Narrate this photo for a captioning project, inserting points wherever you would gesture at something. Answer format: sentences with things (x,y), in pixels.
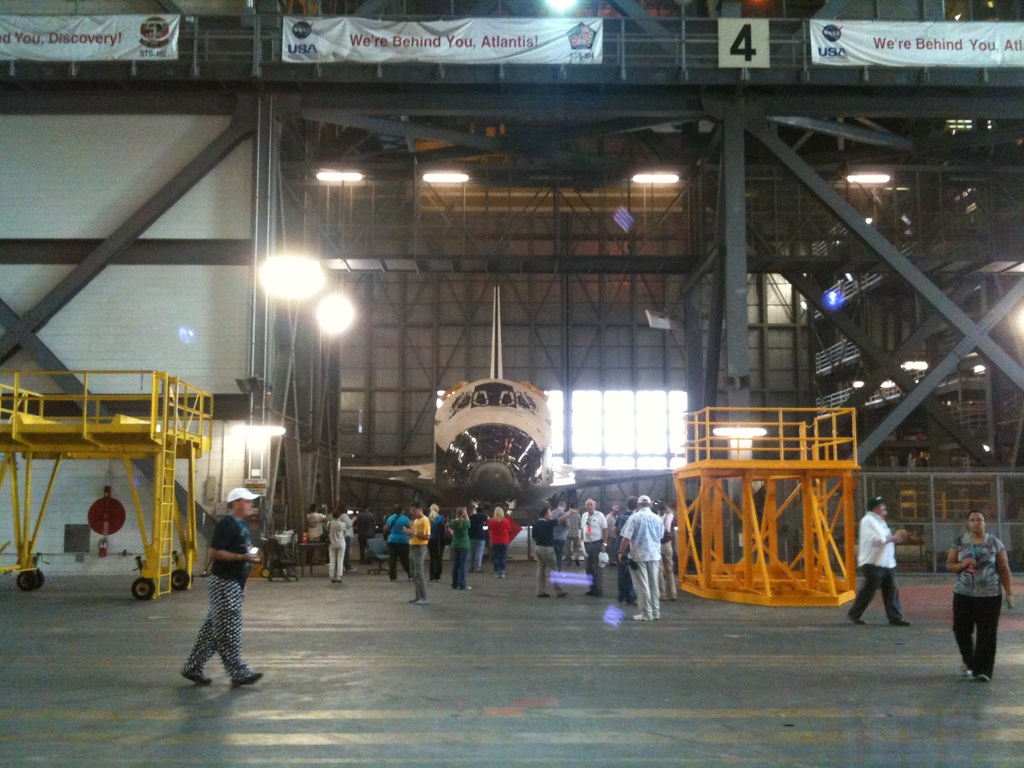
In this image there are few persons (482,549) standing on the floor (579,600) having a air plane (557,485) and few metal stands (757,532) on it. Left side (208,620) there is a person (221,620) wearing a cap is walking on the floor (390,680). Few lights (282,296) are attached to the roof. Top of the image (318,42) there are few banners (928,62) attached to the fence (690,49). Background (711,76) there are few metal rods (914,282).
